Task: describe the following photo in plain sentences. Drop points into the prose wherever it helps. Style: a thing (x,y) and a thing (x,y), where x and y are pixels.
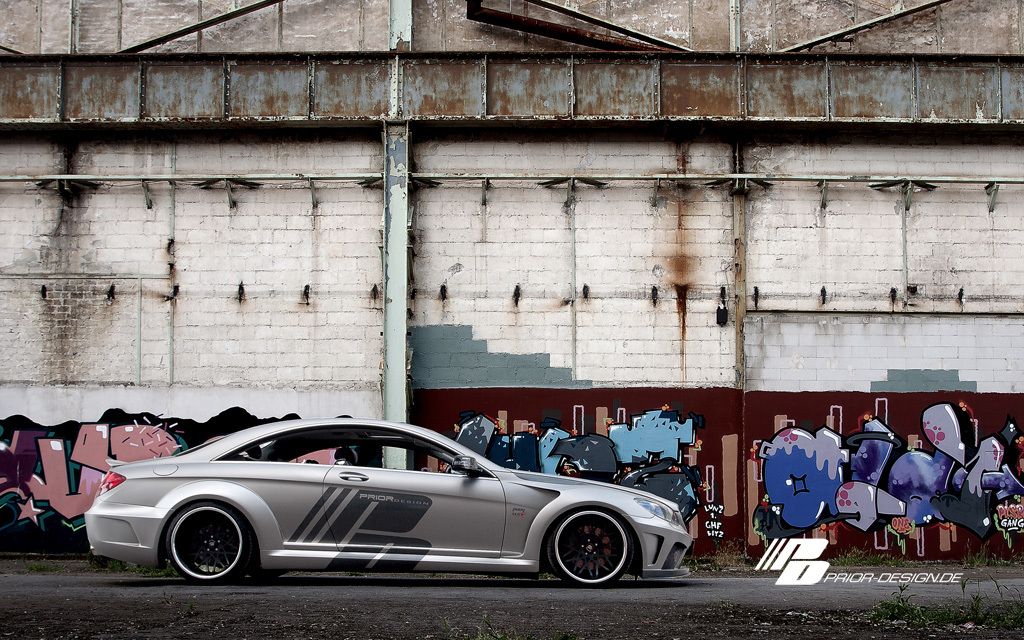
In the center of the image (363,420) there is a car (320,523) on the road (410,628). In the background of the image (499,41) there is a building (33,233). There is a painting (566,420) on the wall (566,420). At the bottom of the image (780,548) there is some text (765,552).
